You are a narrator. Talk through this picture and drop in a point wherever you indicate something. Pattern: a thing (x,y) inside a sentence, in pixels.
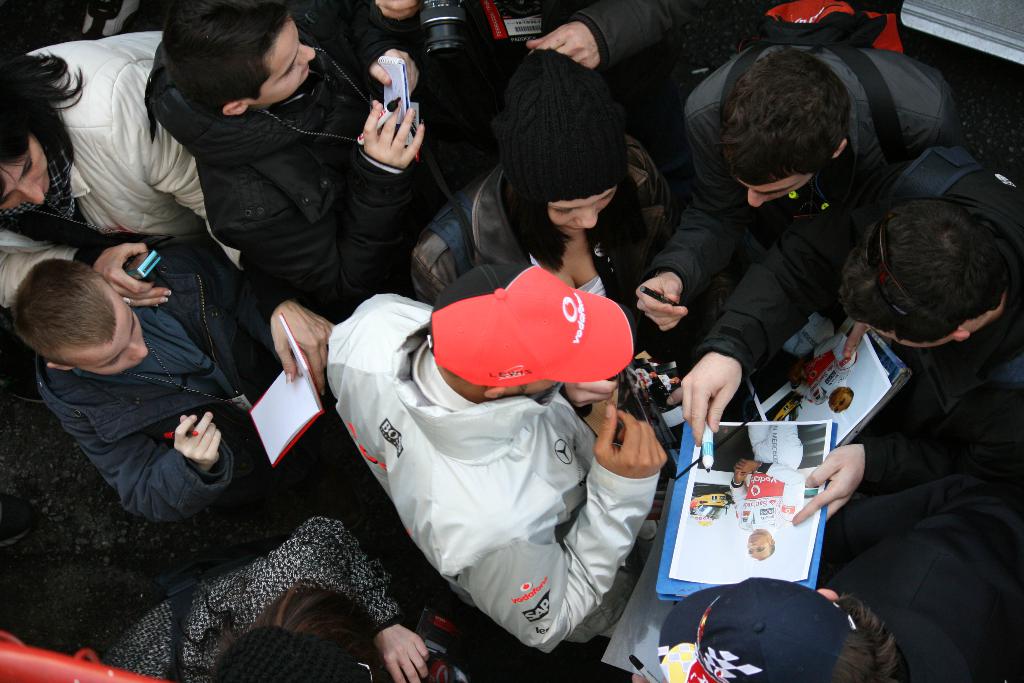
In this image there are people (967,553) holding books (288,418) and markers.
